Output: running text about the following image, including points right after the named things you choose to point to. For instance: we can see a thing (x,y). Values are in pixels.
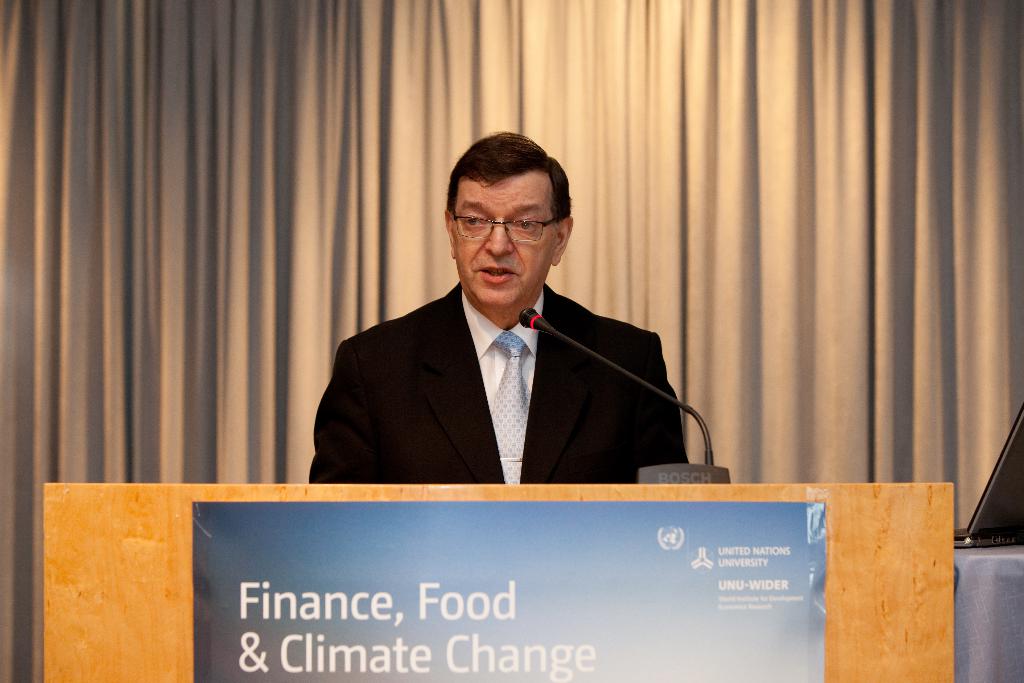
In this image there is a person (463,330) standing on the podium (175,663), on the podium (458,519) is a mic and a banner (511,519), behind the person (548,242) there is a curtain (318,167).
